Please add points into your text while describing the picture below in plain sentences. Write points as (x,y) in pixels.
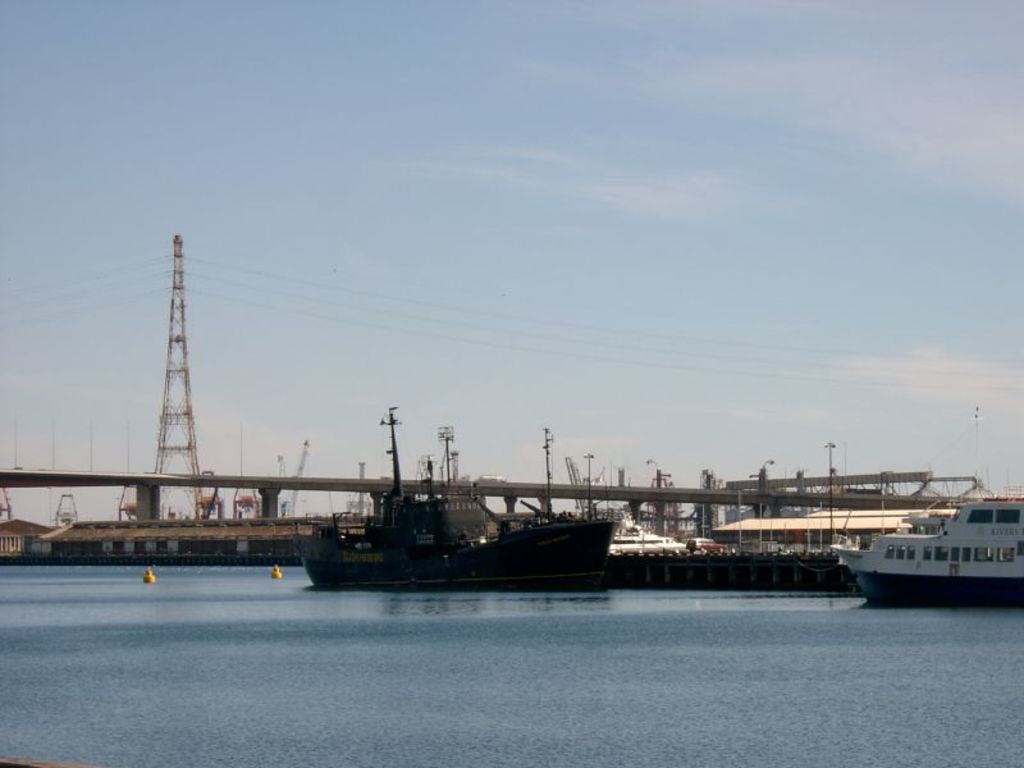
At the bottom of the picture (507,726), we see water (424,666) and this water (386,663) might be in the sea (376,687). We see ships (564,574) and boats (858,584) are sailing on the water (469,601). In the background (237,520), we see a harbor (277,532) and buildings (282,518). We even see a bridge (259,488), tower (181,269), wires (198,287) and street lights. At the top (463,104), we see the sky (401,189).
